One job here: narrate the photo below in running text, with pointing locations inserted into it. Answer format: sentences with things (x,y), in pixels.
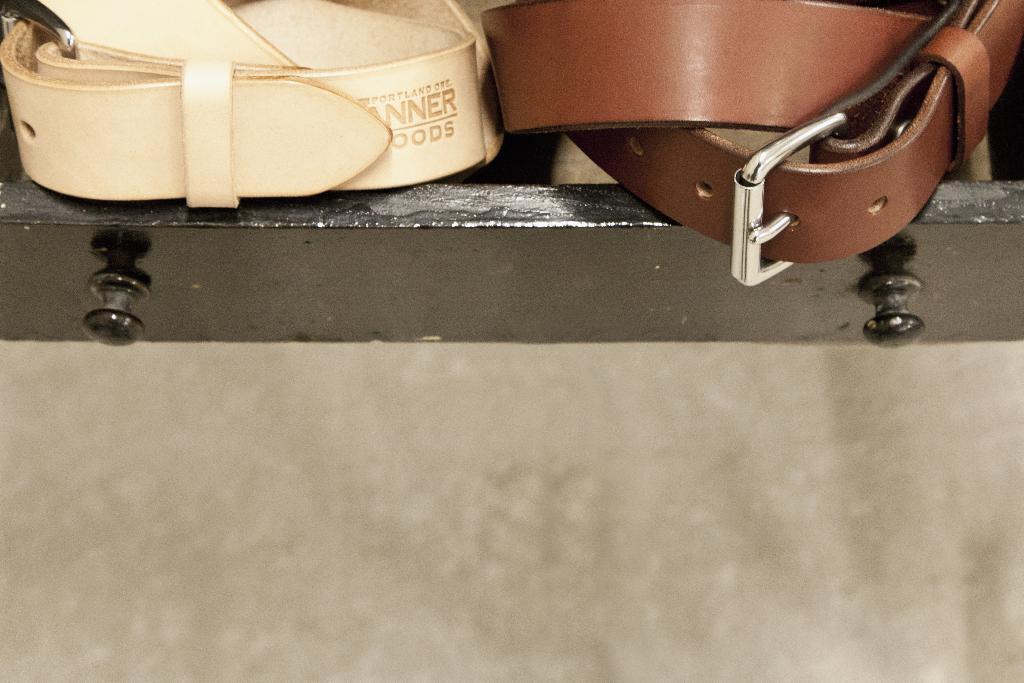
In the image there are two belts (585,124) and under the belts (190,187) there is an iron object (181,296).
